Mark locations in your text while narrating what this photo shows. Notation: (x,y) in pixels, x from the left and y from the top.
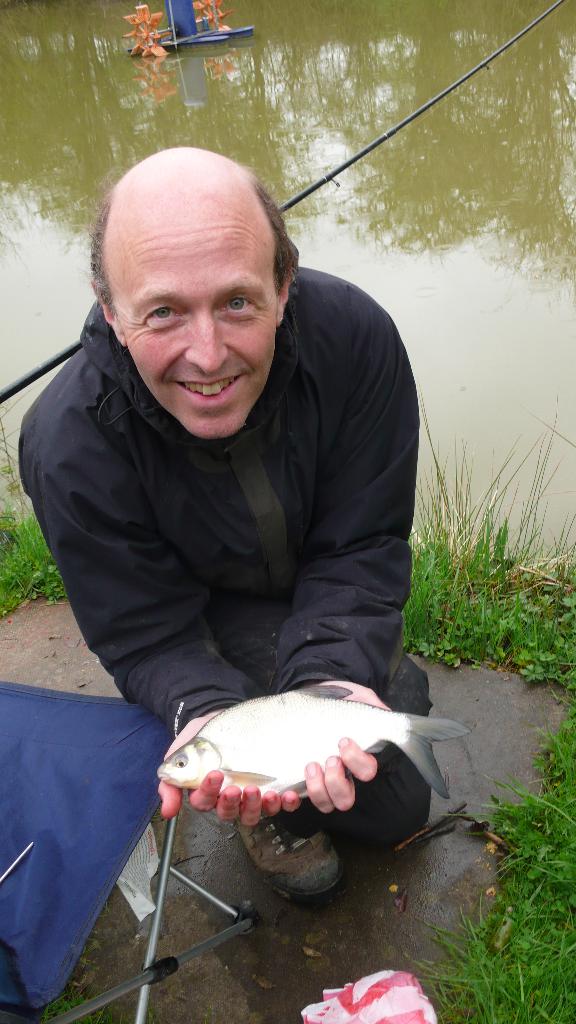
In this picture there is a person (268,453) wearing black color hoodie (314,335) and holding a fish (295,733) in his hands (210,795). He is smiling. He is sitting on the rock (488,764). There is some grass (479,961) here. In the background (303,85) we can observe some water (254,133) and a machine (142,42) here.
